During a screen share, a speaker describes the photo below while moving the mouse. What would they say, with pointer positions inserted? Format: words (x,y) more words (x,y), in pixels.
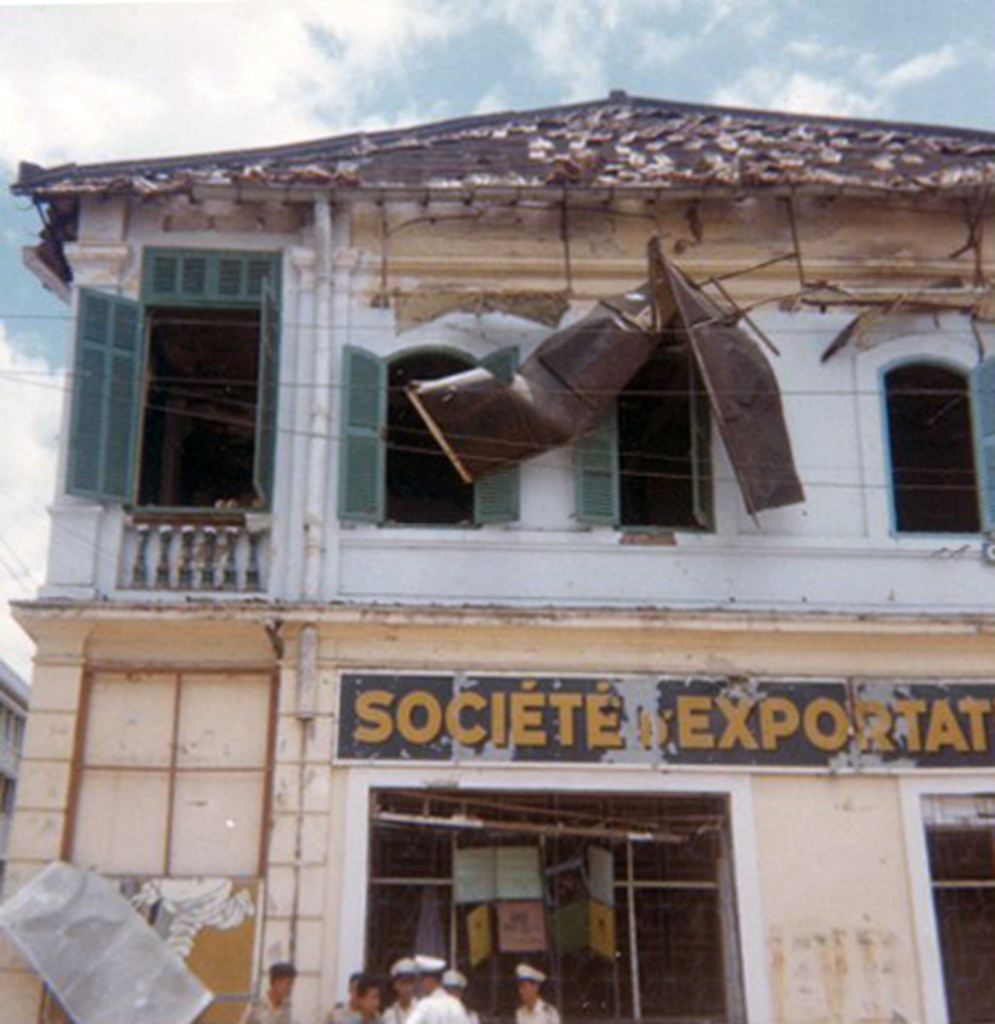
At the bottom (287,980) I can see a group of people (447,984) on the road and a building (650,699). In the background (347,23) I can see the blue sky (360,88). This image is taken may be during a day.
